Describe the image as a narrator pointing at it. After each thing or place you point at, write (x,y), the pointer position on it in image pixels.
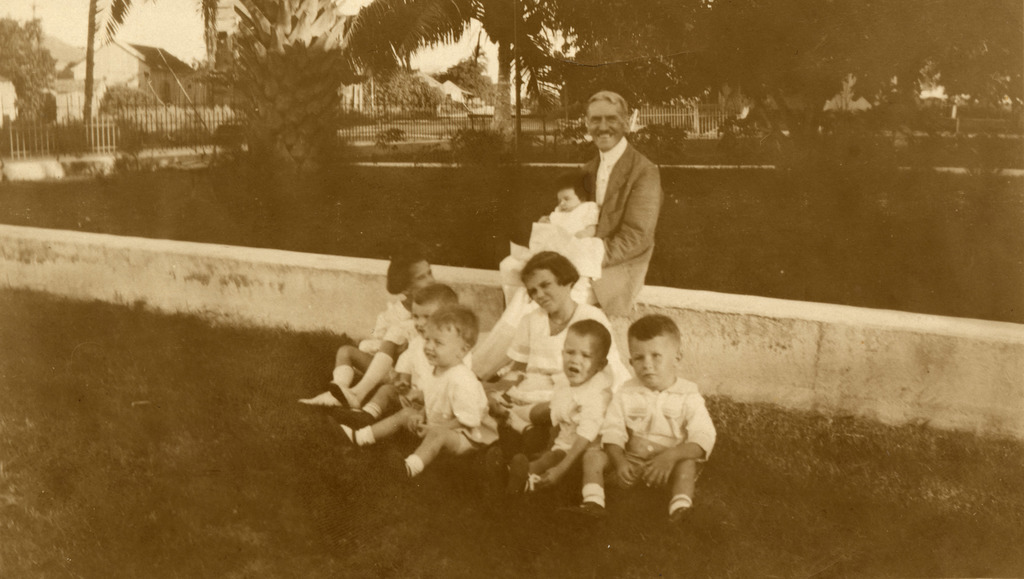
This is a black and white image. In this image we can see a person (617,216) placed a girl (571,226) on his lap (601,261) is sitting on the wall (903,338) of a ground (823,296), in front of him there are a few more kids (673,404) sitting on the ground (353,499). In the background of the image (338,107) there are trees (706,70), house (143,67), railing (158,116) and sky (439,57).
